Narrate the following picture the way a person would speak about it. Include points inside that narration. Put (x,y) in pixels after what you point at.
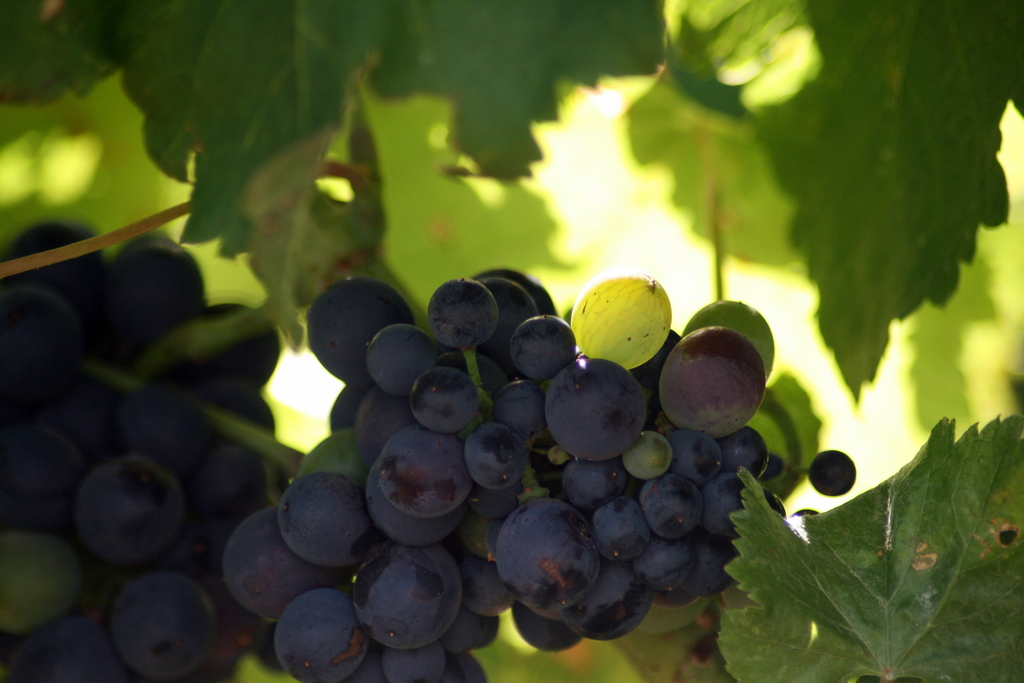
This image is taken outdoors. In this image there is a plant (735,553) with leaves (550,108), stems (88,246) and grapes (524,513). Those grapes (404,521) are black in color.
